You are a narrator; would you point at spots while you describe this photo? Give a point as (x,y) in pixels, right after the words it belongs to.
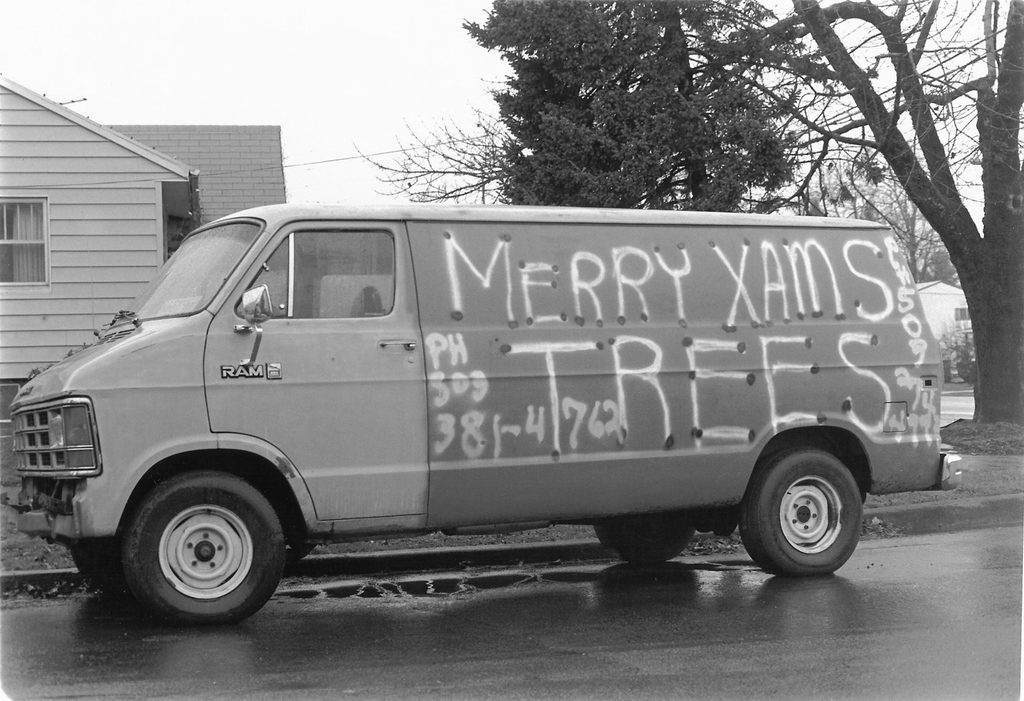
It is a black and white image. In this image we can see a vehicle (477,452) parked on the road (641,609). In the background (988,378) we can see a building (249,126), trees (755,134) and also the house (946,294). Sky (215,22) is also visible.
